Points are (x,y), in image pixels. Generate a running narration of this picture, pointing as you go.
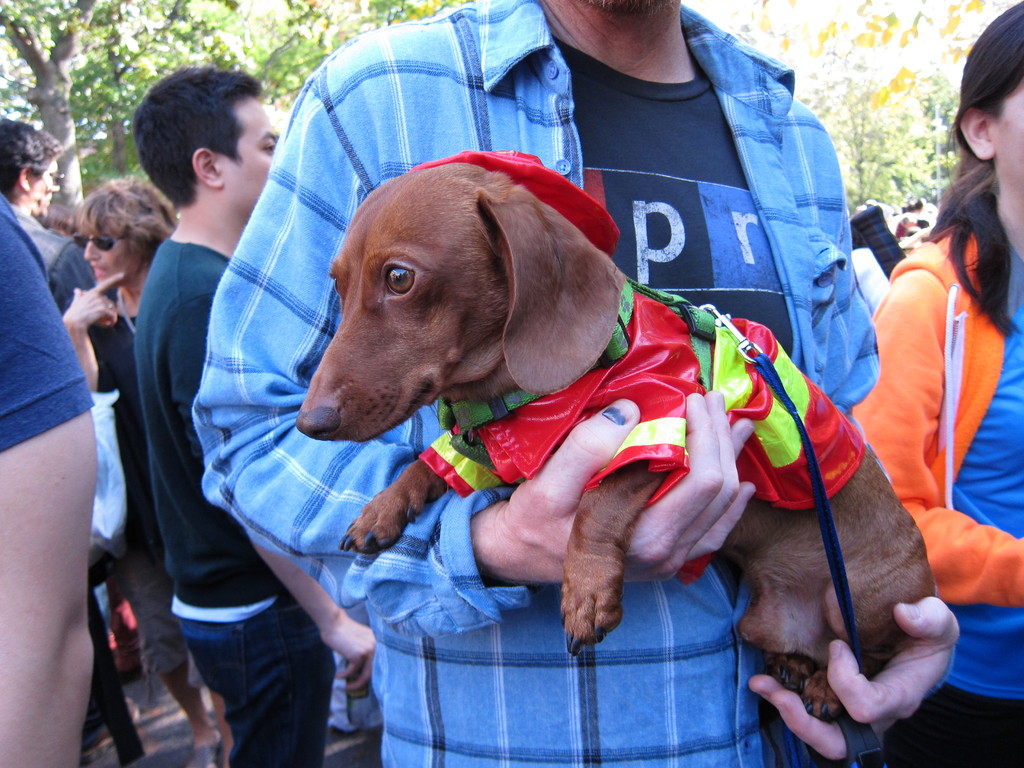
In this image there is a dog (751,606) with a belt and a shirt (754,466) hold by a person (681,557) and in back ground (164,563) there are group of people (171,306) standing and trees (53,48).
